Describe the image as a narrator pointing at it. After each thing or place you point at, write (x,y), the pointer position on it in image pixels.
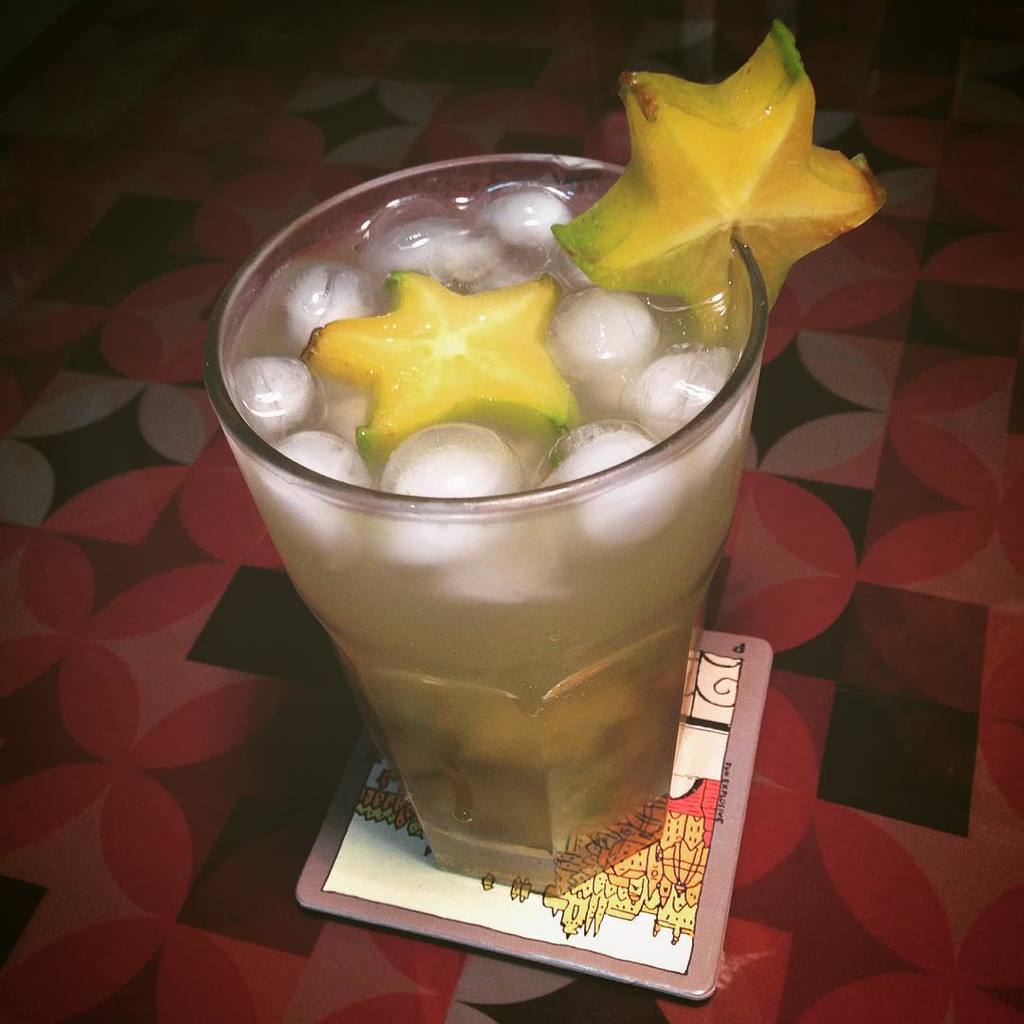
In the center of the picture (673,523) there is a glass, in the glass (426,656) there is drink (509,441) with ice cubes (276,379) and a fruit (507,353). At the bottom (305,925) it is table (344,688).
